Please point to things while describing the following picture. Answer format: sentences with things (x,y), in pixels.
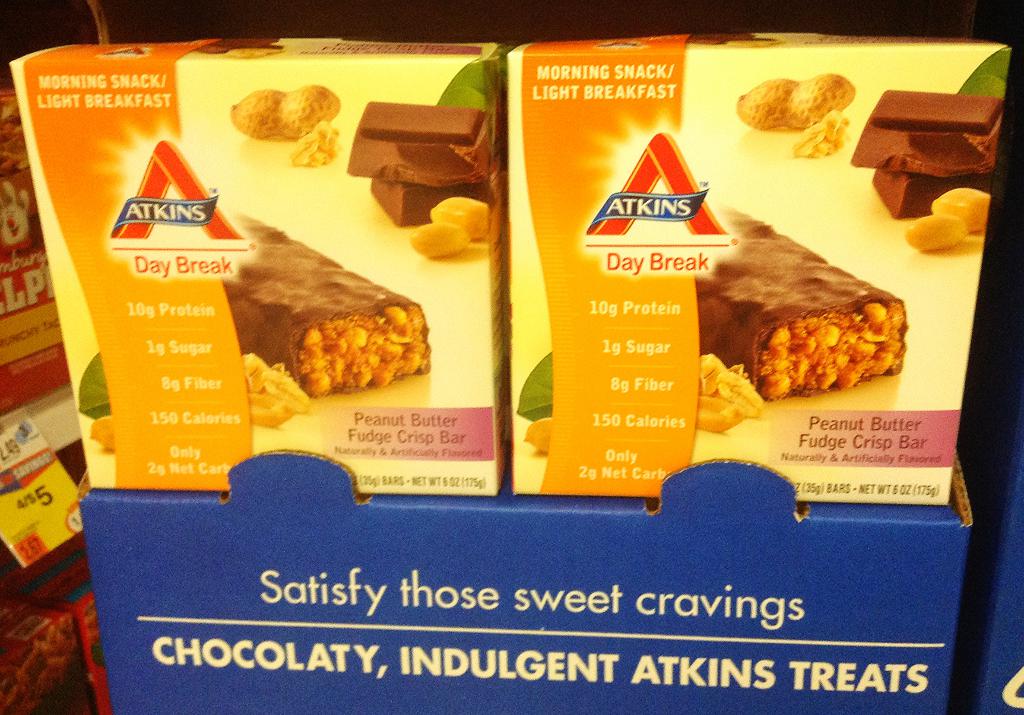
In the image we can see there are chocolate bar boxes (450,239) kept on the cardboard box (446,559) and its written ¨ATKINS¨ on the chocolate bar boxes (422,284).
